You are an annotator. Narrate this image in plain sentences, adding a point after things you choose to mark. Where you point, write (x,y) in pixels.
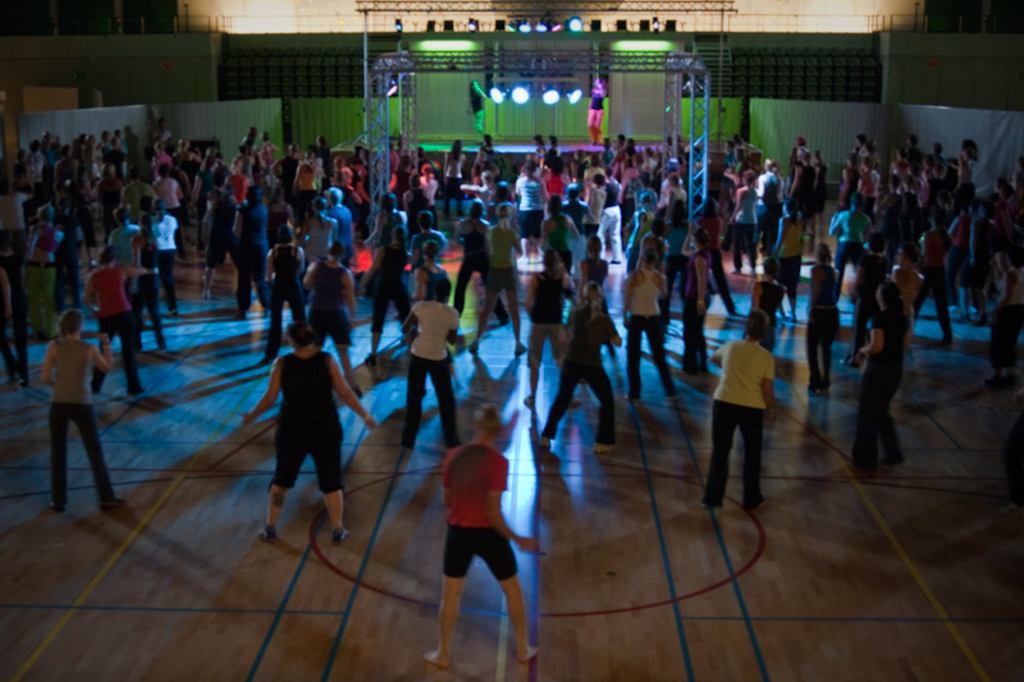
In this picture we can see many peoples (704,212) were dancing. In the background (698,54) we can see the focus lights (520,99) and stage (640,152). There are two women (474,96) were dancing on the stage (646,119).
